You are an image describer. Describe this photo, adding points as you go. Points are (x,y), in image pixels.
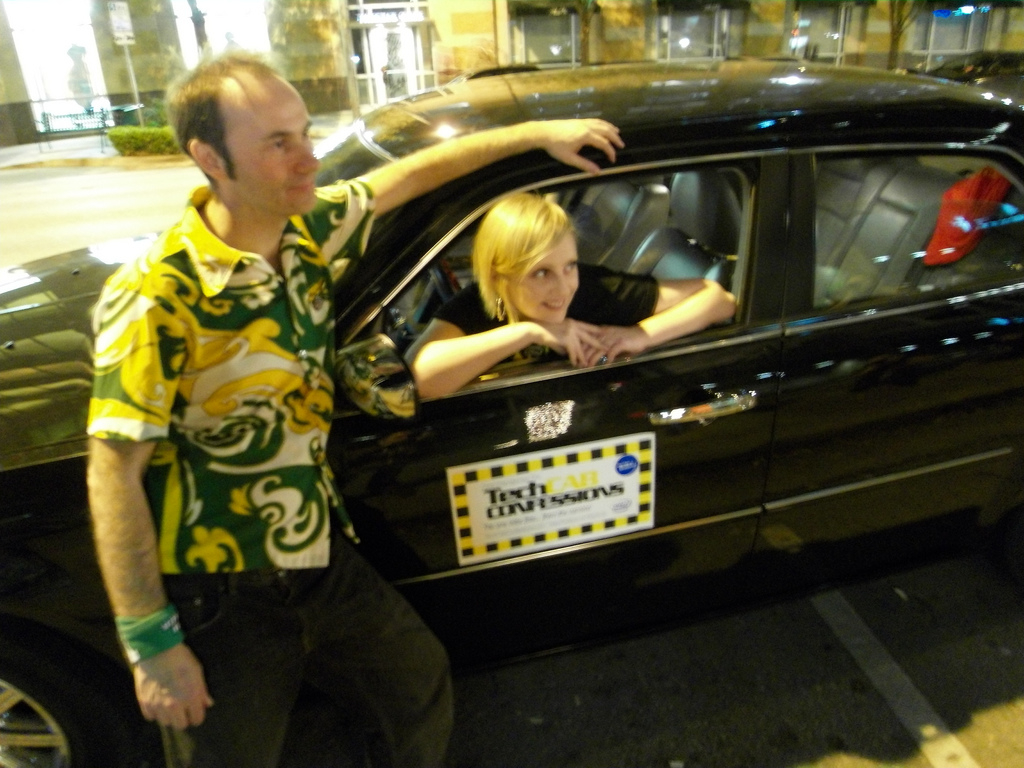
In this i can see there are the two persons (191,363). One person (189,322) standing in front of the car (364,388). And another person (433,342) she is sitting on the car (387,362), She is smiling, back side of the car (401,151) there is a building (474,44) visible And a label (487,492) attached to the car (434,497) written text (540,485) on that.
